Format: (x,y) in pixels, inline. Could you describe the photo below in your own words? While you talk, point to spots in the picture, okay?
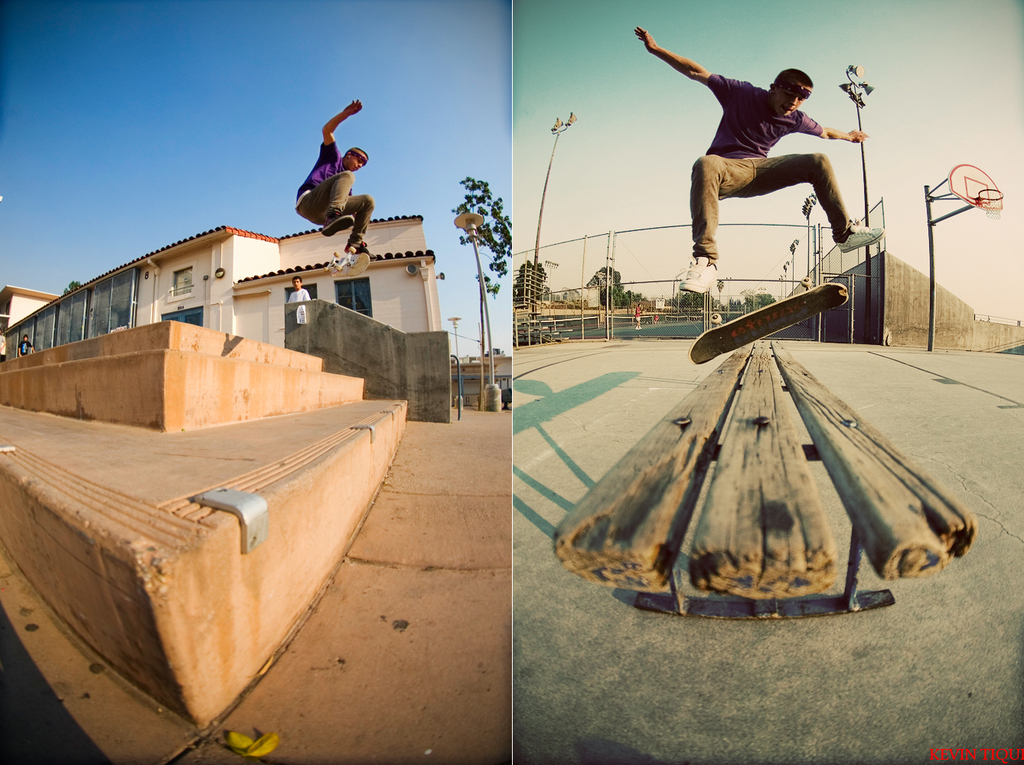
In this image I can see a person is doing kick flipping on a skateboard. This is a collage image of two different images. I can see buildings (200,274), people (25,340), trees (500,216) and poles (475,245) in both the images. I can see a basketball court (962,385) in the right hand side (968,369) image.
